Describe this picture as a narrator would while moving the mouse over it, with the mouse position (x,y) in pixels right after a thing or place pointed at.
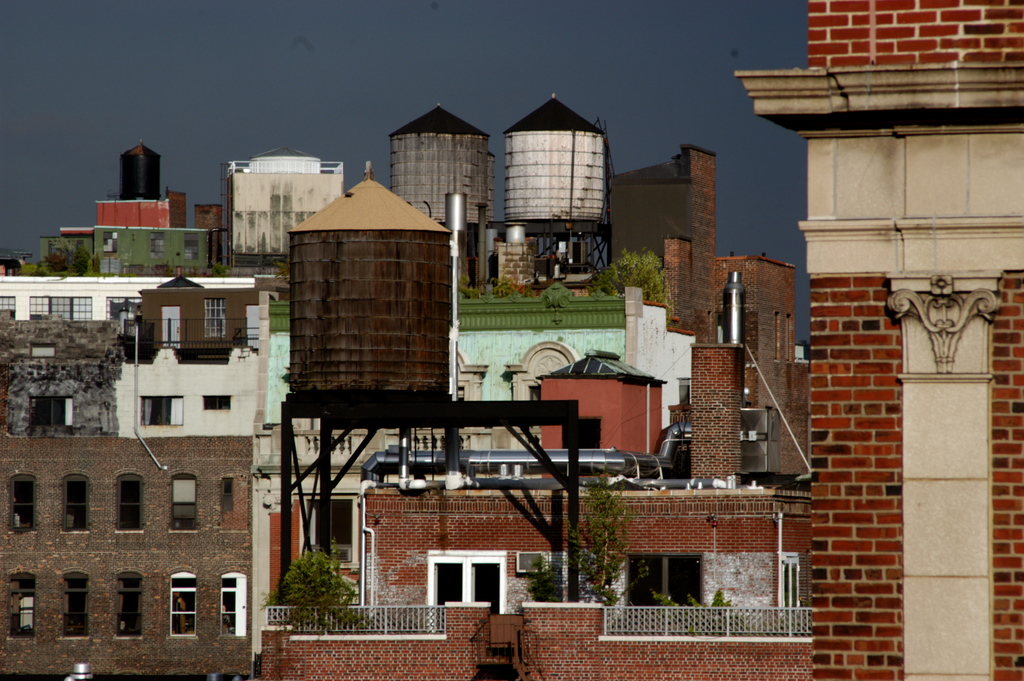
In this image there are buildings (243,377) and few overhead tanks (427,251).
